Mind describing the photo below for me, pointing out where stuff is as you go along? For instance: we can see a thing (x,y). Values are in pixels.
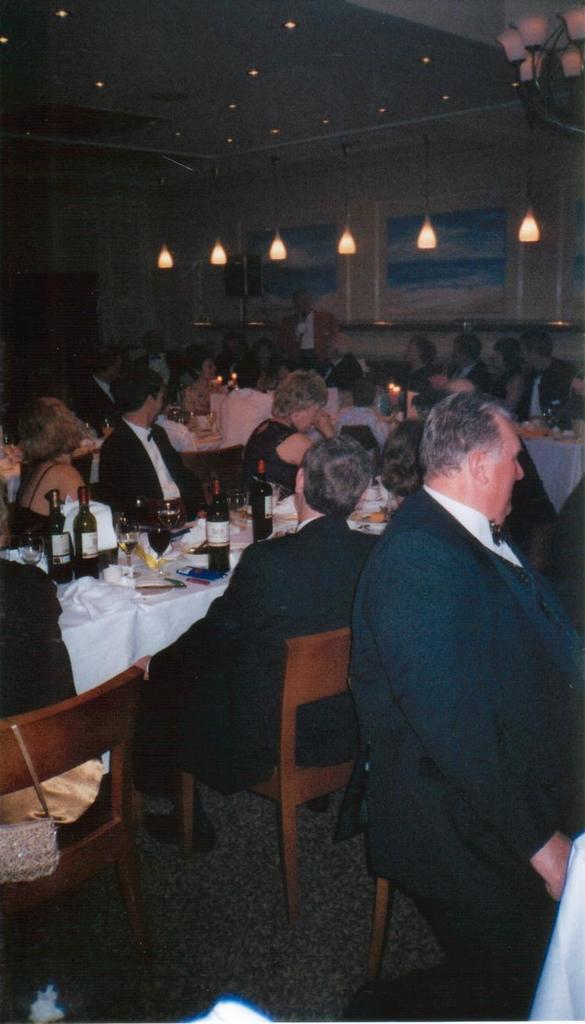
In this room (333,807) most of the persons (386,640) are sitting on chair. A poster (396,290) on wall (244,239). This lights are attached to roof top (318,118). On tables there are bottles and glasses (165,529).
